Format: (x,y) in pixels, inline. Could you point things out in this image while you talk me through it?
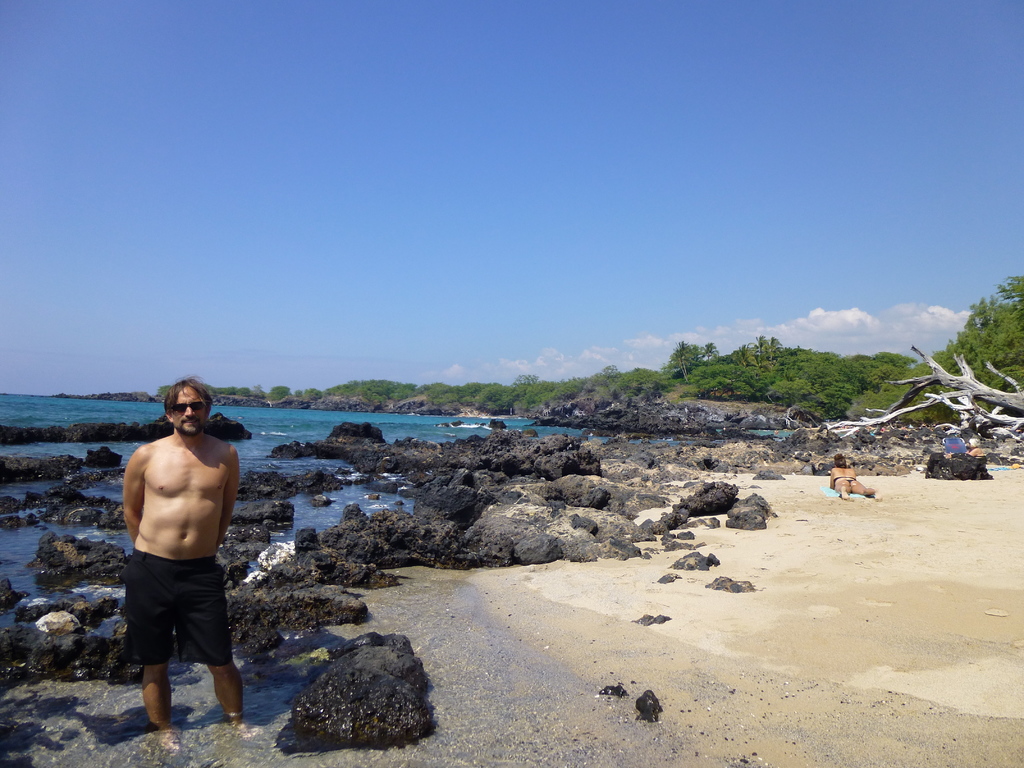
In the picture I can see a man (196,601) is standing in the water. In the background (490,520) I can see a person (845,464) is lying on the ground (810,480), trees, rocks (479,514), the water (318,433) and the sky (499,269).
